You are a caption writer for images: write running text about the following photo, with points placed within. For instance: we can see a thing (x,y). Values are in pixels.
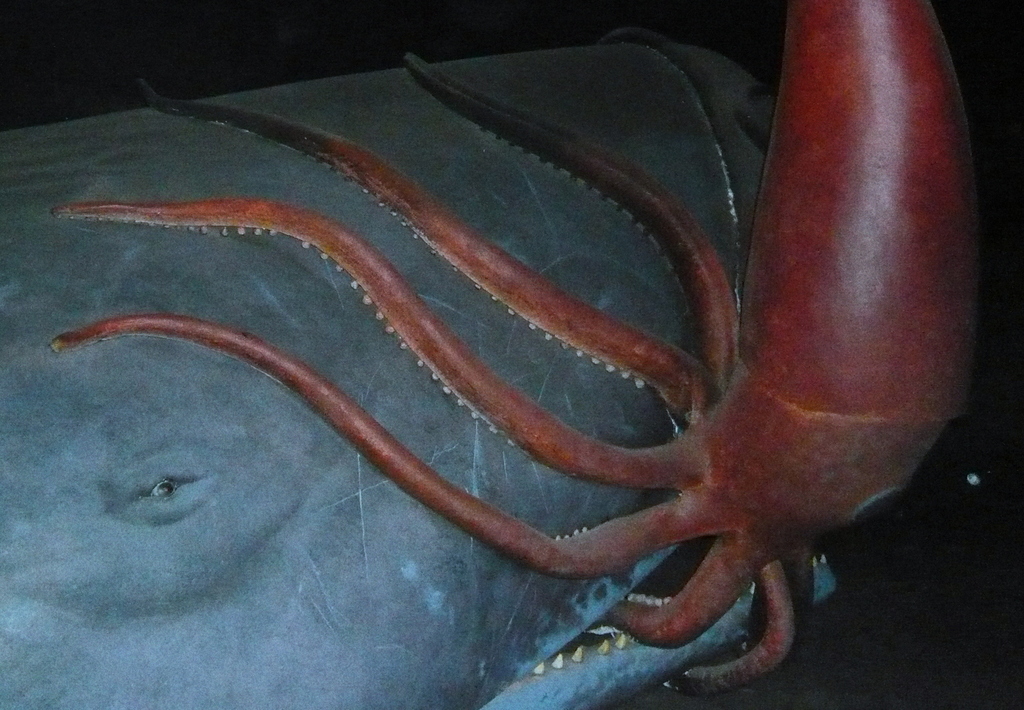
In this picture we can see squid (682,530) attacking a whale (462,600). In the background of the image (431,33) it is dark.
